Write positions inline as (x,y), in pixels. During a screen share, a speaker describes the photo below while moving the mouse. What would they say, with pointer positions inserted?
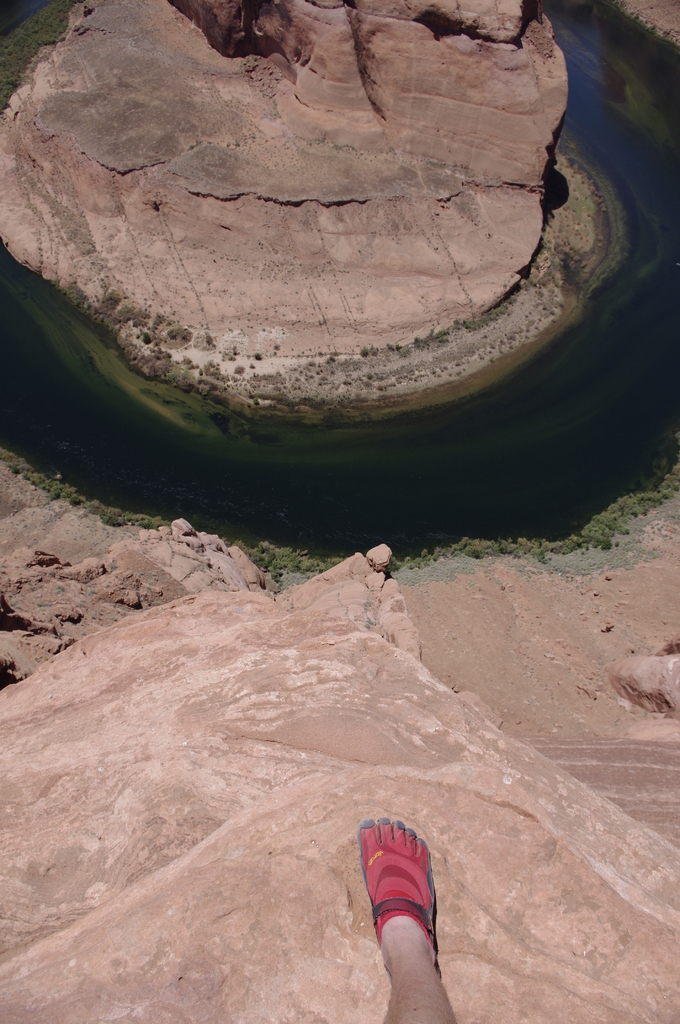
In this image I can see a leg (411,977) of a person (421,915). I can also see grass (284,576) and water (558,496) in the background (575,441).
